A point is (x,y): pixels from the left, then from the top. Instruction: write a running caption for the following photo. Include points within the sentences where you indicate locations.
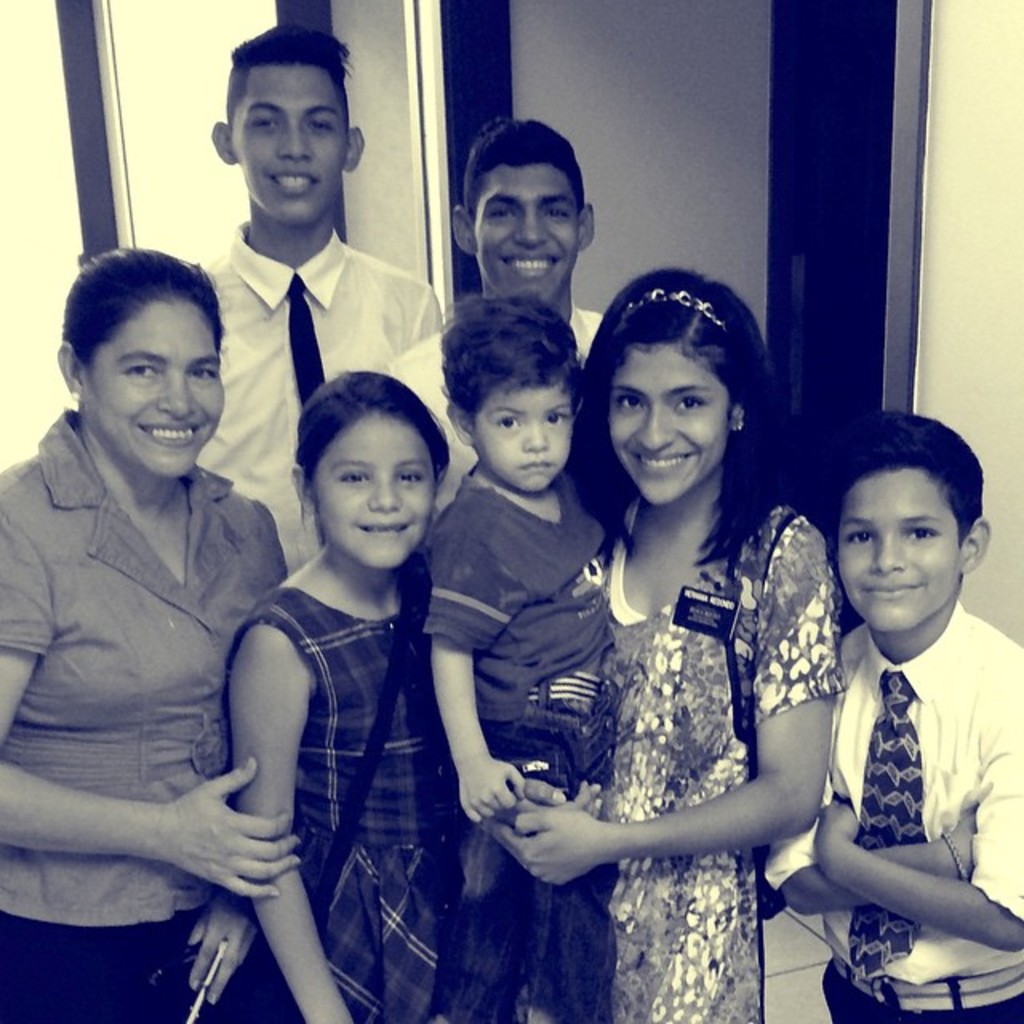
In this image I can see few people (671,312). Except one I can see smile on their faces (413,481).
